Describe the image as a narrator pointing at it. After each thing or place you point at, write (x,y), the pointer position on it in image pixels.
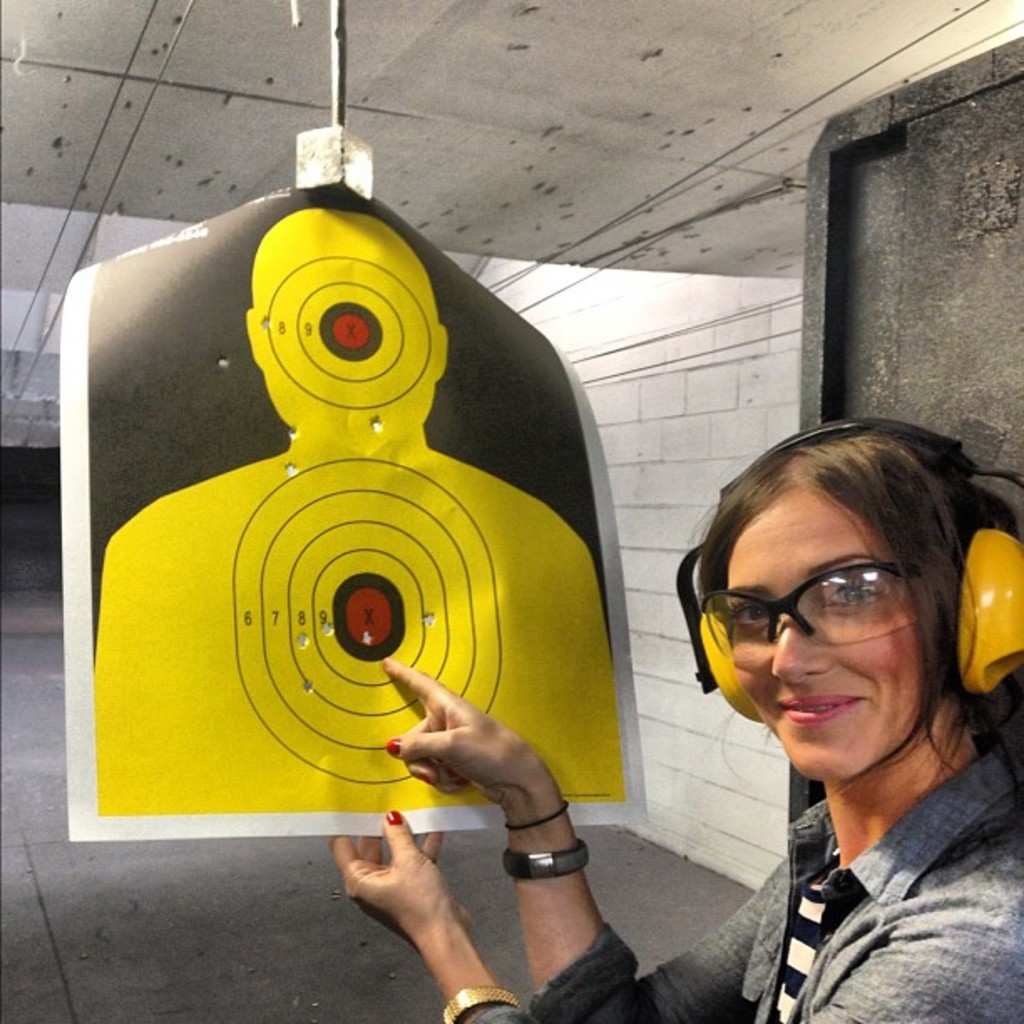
In this image on the right side (760,667) we can see a woman (765,902) and she wore a headset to her ears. In the background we can see wall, floor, wires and an object (496,476).
